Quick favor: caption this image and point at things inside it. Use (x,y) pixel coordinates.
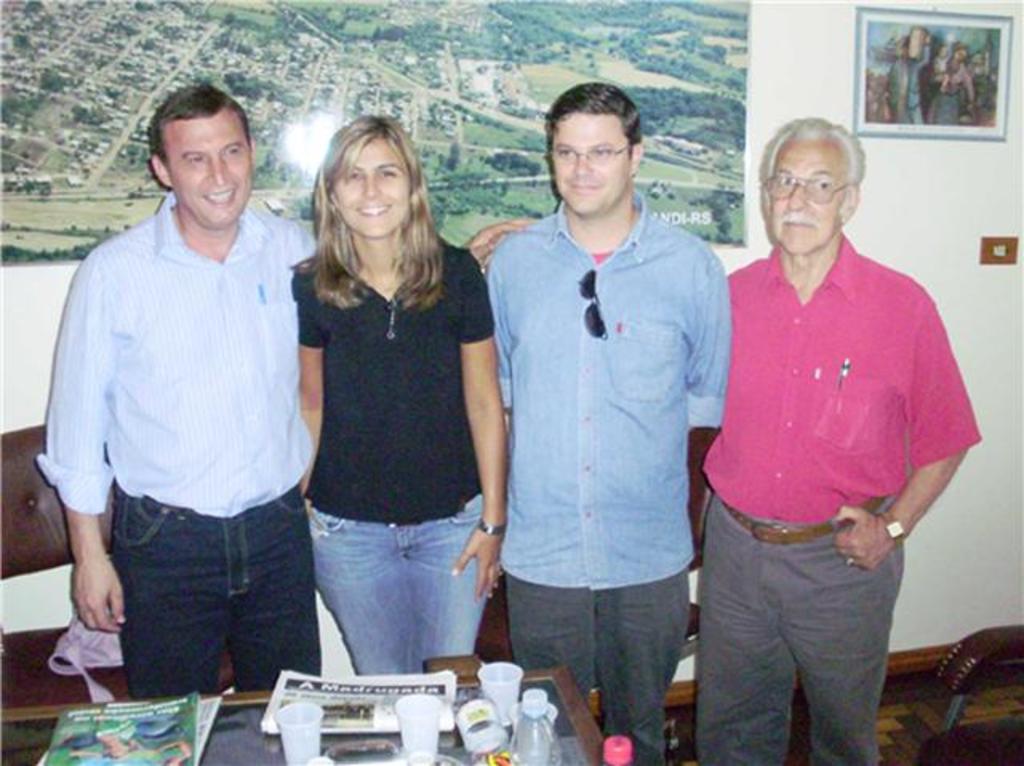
Here men (644,368) and women (479,434) are standing. There is paper (357,685), book (168,743), glass (488,743), bottle (537,725) is present on the table (573,702). There are photo frames (960,91) on the wall (964,246).
